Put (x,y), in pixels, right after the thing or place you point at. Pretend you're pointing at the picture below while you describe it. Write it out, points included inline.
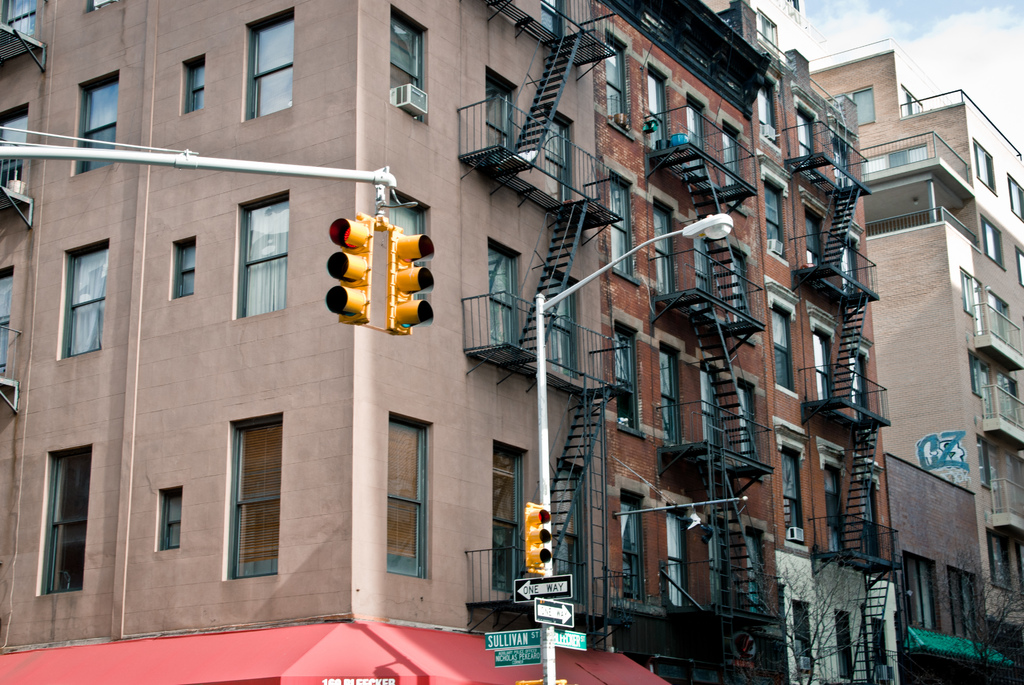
In this picture there are buildings (253,361) in the center of the image (569,446), there are windows (268,109) and ladders (485,356) on the buildings (188,327), there are traffic poles (314,169) in the image and there are stalls (331,632) and trees (984,658) at the bottom side of the image (969,669).
